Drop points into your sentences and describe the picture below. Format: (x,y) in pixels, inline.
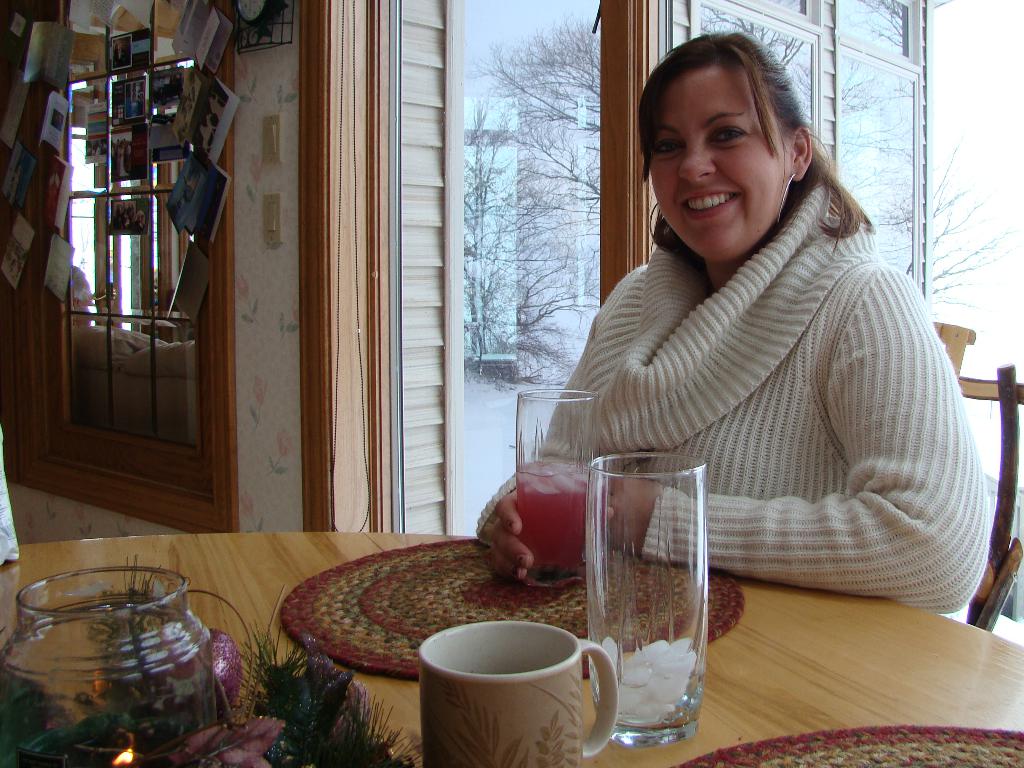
In the middle of the image (628,305) a woman (843,374) sitting on a chair (946,326) and smiling. In front of her there is a table (280,562), On the table (266,562) there is a mat (462,592) and glass (546,492) and cup (526,660). Top right side of the image (957,26) there is clouds (947,39). Behind her there is a door (466,106), Through the door (510,165) we can see the trees (517,144). Top left side of the image (236,159) there is a wall (266,264), On the wall (252,75) there is photo frames (204,95).
